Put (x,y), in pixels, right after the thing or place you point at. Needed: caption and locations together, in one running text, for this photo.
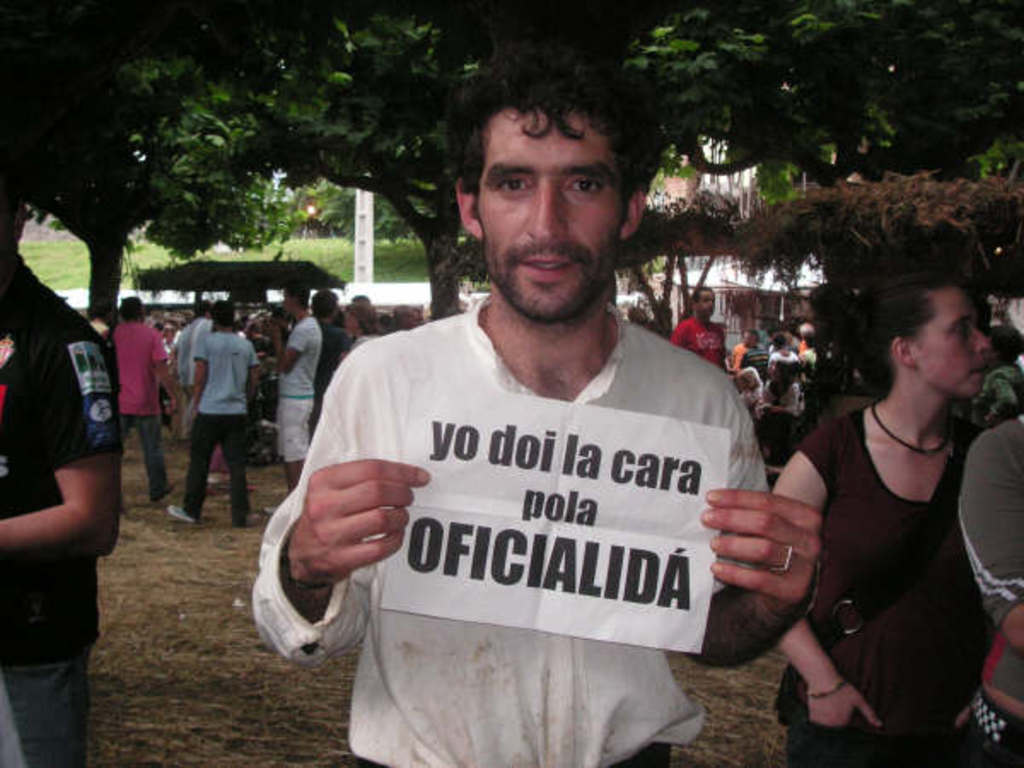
In this image, in the middle (522,357) there is a man (515,378), he wears a shirt (577,683), he is holding a paper (515,538). On the right (899,455) there is a woman (889,525). On the left (80,451) there is a man (61,449). In the background (240,272) there are many people (256,379), tents (255,276), trees (74,111), grass (334,260), plants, land (202,542).
